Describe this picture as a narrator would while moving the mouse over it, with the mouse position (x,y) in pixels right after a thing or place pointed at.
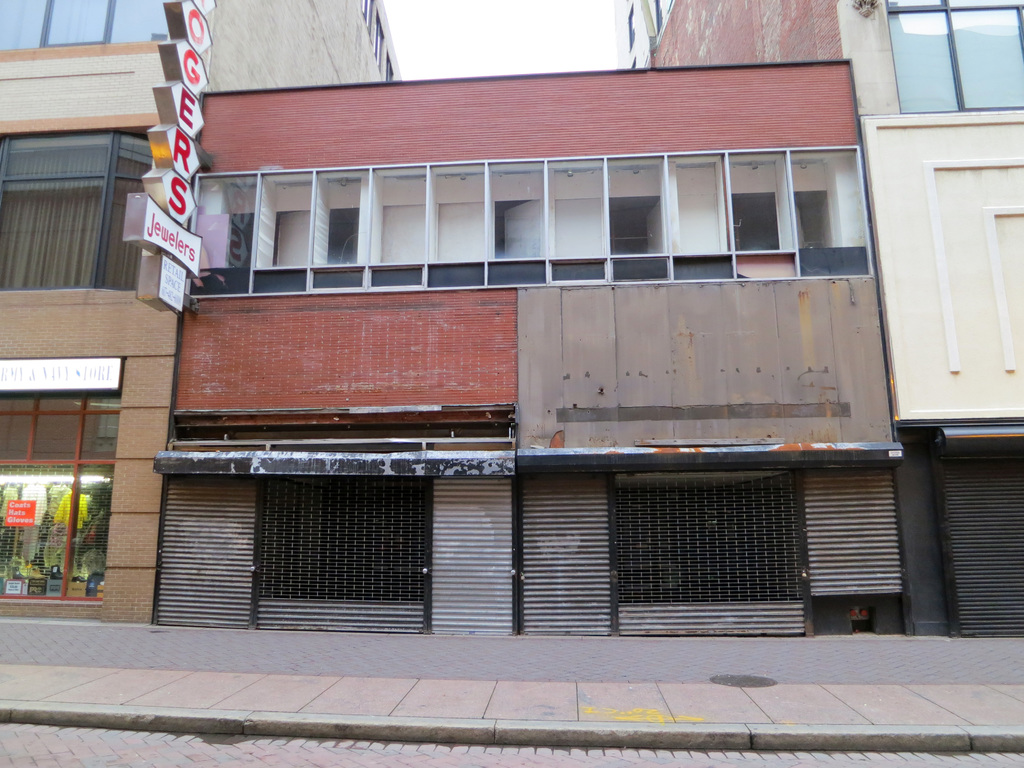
In this image we can see some buildings (377,619) with windows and shutters (353,613). On the left side (38,528) we can see a name board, some clothes (67,515) and a light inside a room (58,572). On the bottom of the image (733,688) we can see a lid (743,680) of a manhole (720,678) on the pathway (593,695). On the backside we can see the sky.
